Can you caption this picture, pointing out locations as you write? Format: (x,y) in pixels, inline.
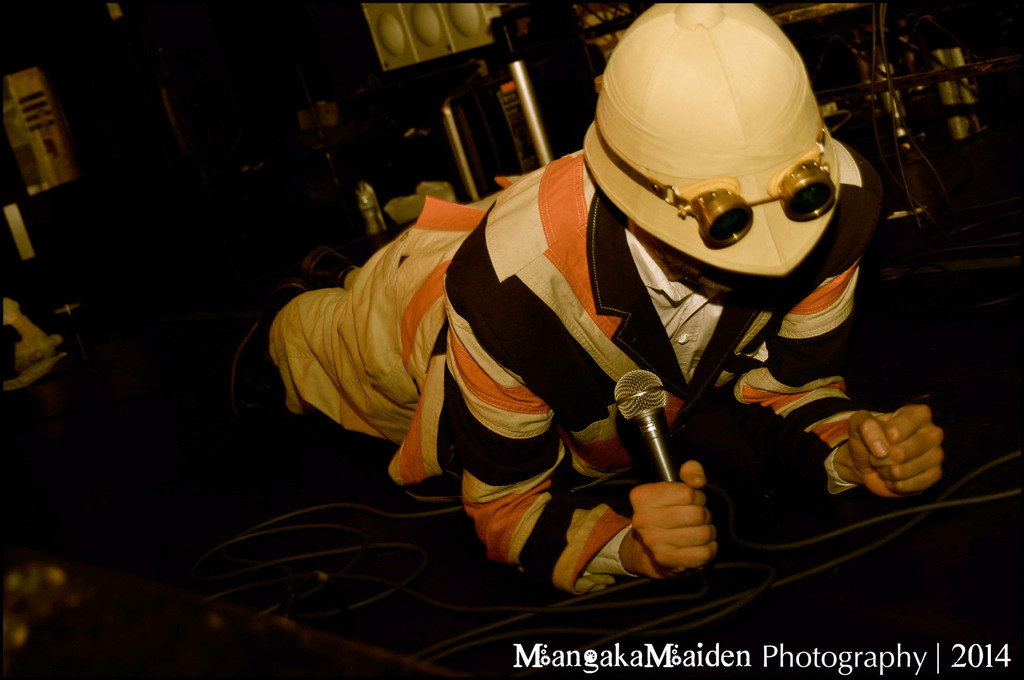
In this image there is a person (434,327) wearing a helmet (771,176) is holding a mic (662,431) in his hand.
